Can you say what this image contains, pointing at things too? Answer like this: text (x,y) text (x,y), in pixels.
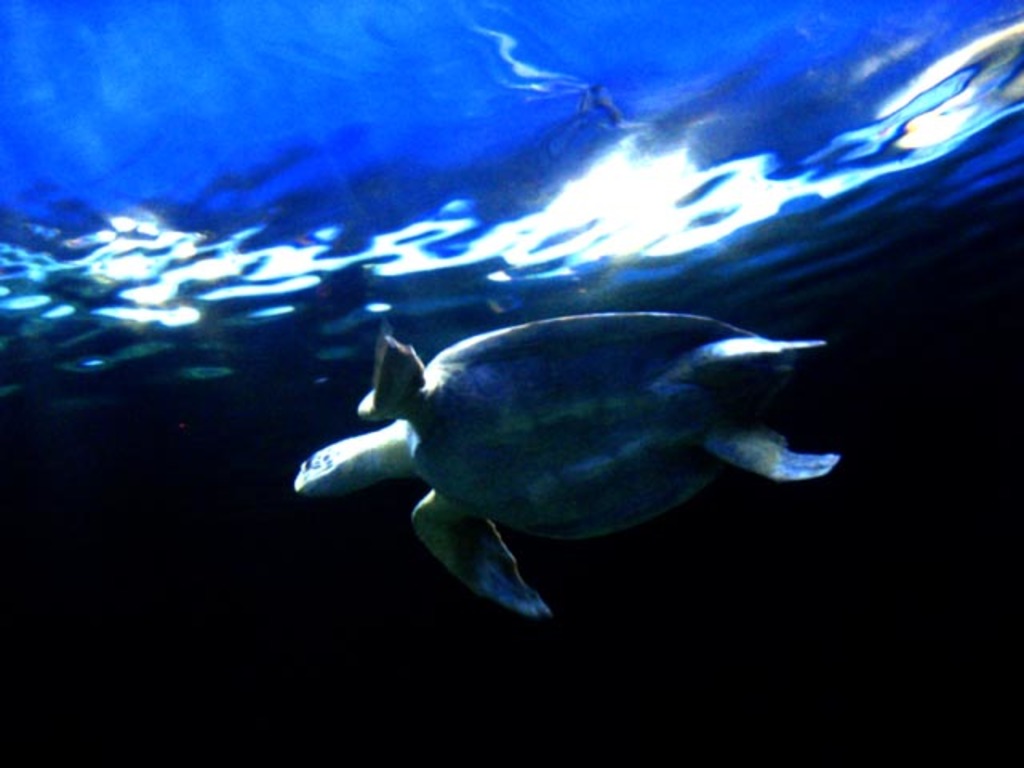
In this image there is a tortoise (584,323) in the water (103,640).
